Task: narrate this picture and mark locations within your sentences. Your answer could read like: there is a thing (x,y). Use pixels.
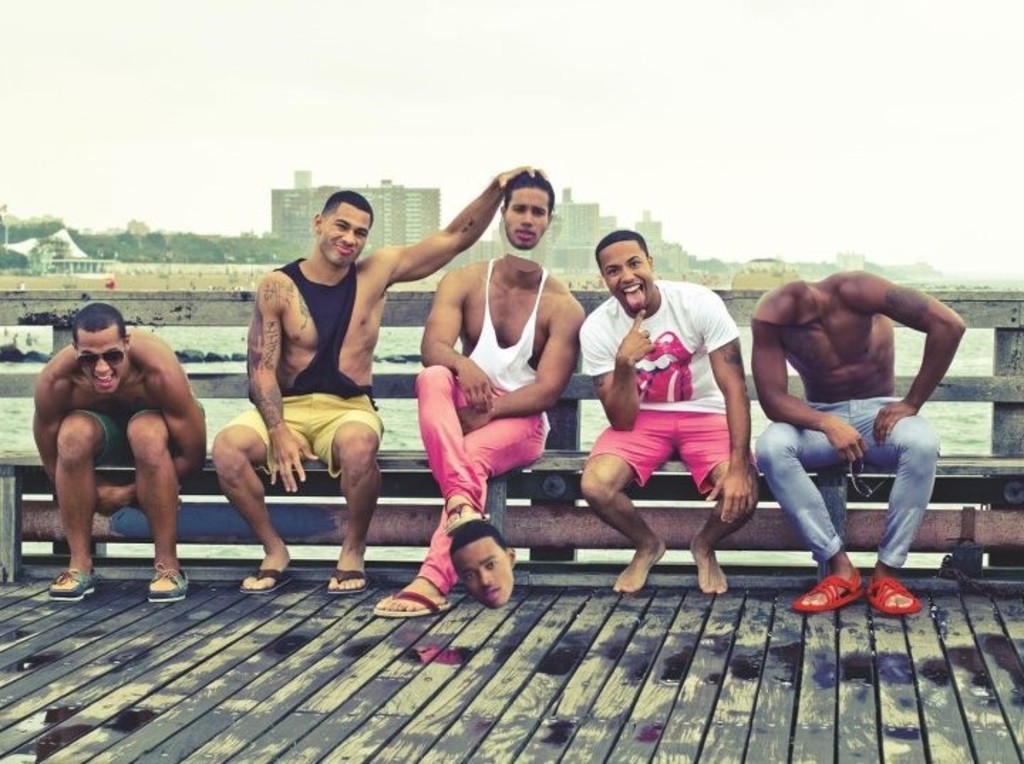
This is an edited picture. In this image there are group of people (595,494) sitting on the bench (951,390) and there is a person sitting and holding the head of the another person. In the foreground (361,630) there is a pavement (280,606). At the back (71,269) there are buildings (61,266) and trees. At the top (428,84) there is sky (384,84). At the bottom (284,623) there is water (24,333) and ground (141,278).
